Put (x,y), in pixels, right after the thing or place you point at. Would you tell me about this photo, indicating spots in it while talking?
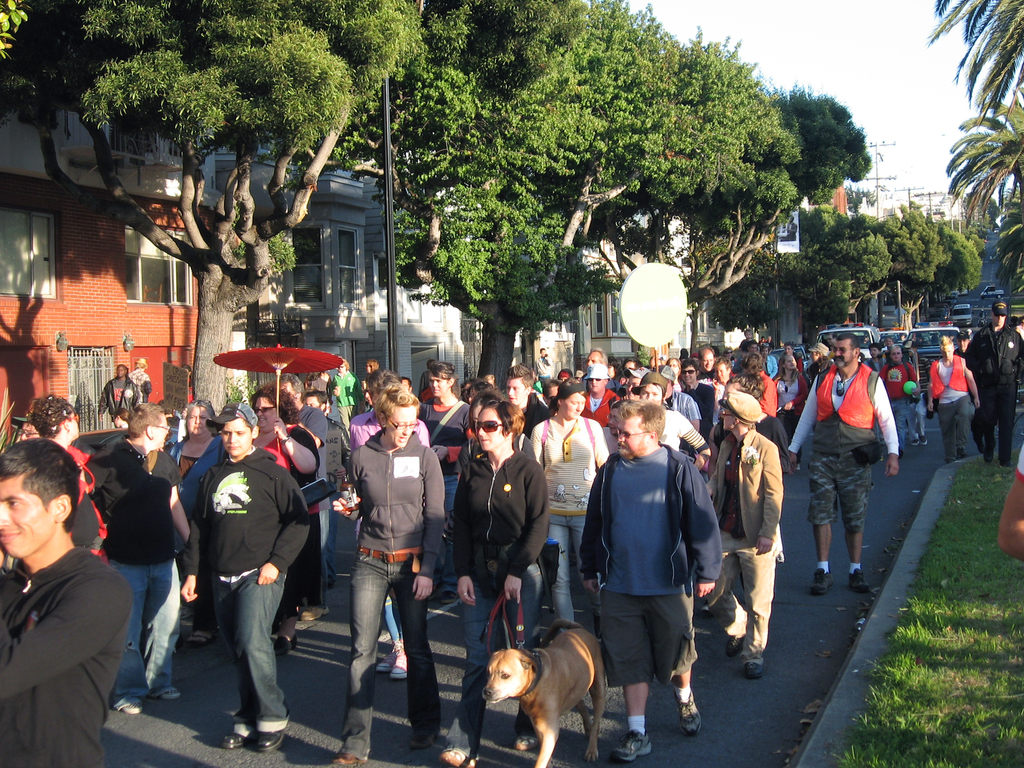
In this picture we can see some people (599,439) walking, at the right bottom (986,682) there is grass (932,680), we can see some trees (696,219) and buildings (337,206) in the background (703,220), this person (494,545) is holding a dog (552,646), there is the sky (889,26) at the top of the picture (882,28), we can see some vehicles (921,322) in the background (921,341).
